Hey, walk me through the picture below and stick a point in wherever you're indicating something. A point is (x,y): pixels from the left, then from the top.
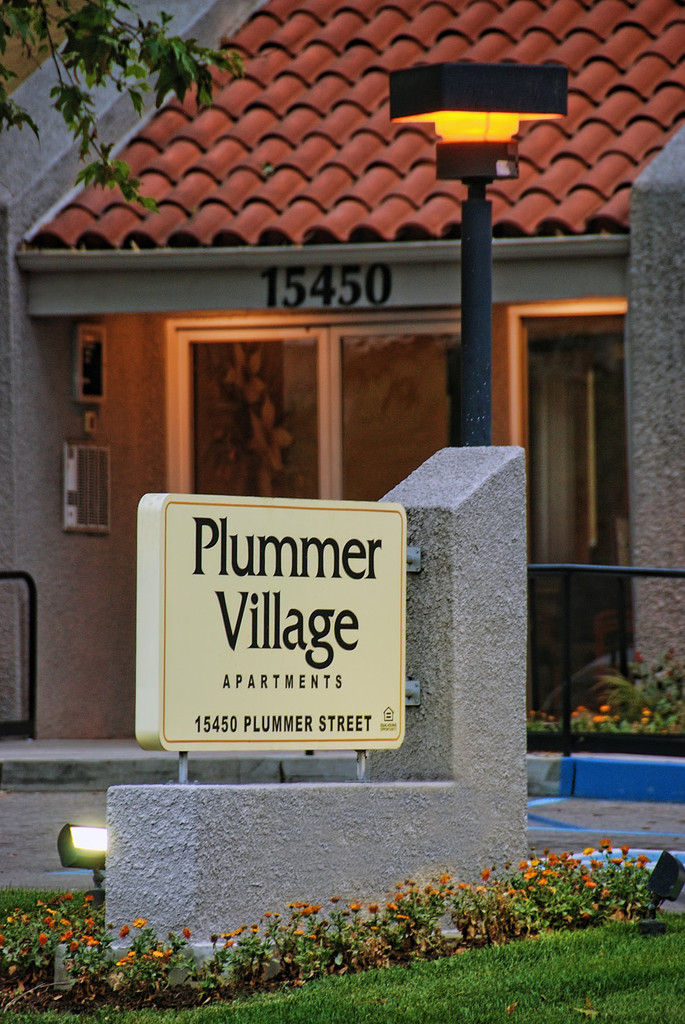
In this picture we can see a sign board (340,596), beside to the board (204,717) we can find few plants (561,906), flowers (585,855), lights (494,175) and a pole (485,336), in the background (438,206) we can see a house (310,298) and a tree (65,54).
